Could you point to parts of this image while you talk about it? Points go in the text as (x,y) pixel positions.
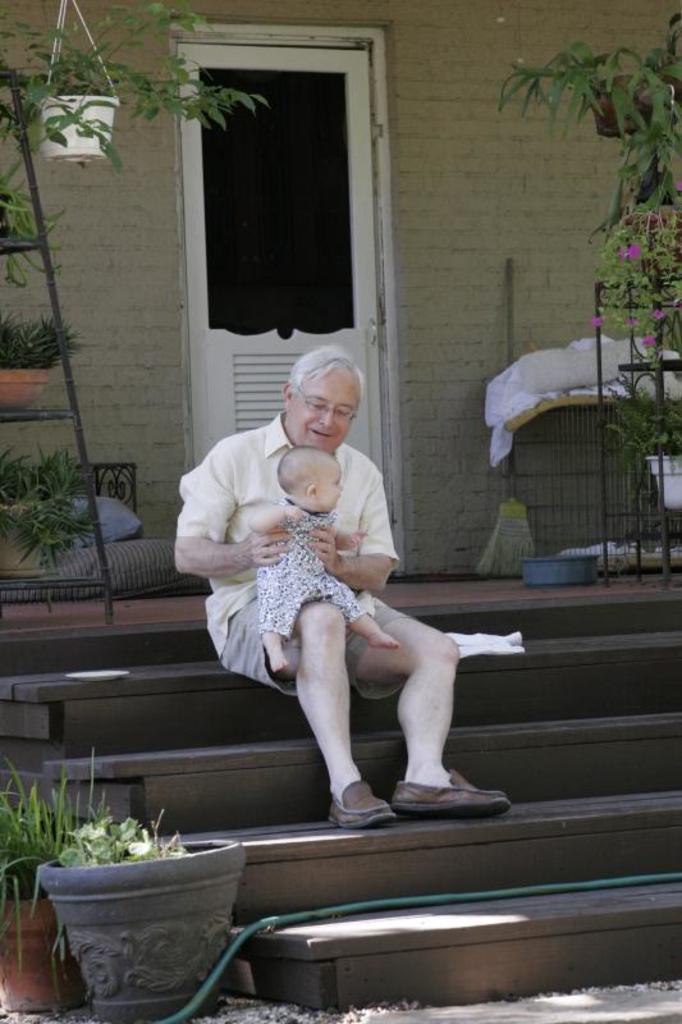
In this image I can see few flower pots (127,891) with plants (99,851) in them, few flowers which are pink in color, few stairs (594,679) and on the stairs (555,681) I can see a person (258,501) wearing cream colored dress (250,483) is sitting and holding a baby (302,572). In the background (420,330) I can see a house (462,199), a white colored door (278,319), few pillows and few other objects (587,454).
